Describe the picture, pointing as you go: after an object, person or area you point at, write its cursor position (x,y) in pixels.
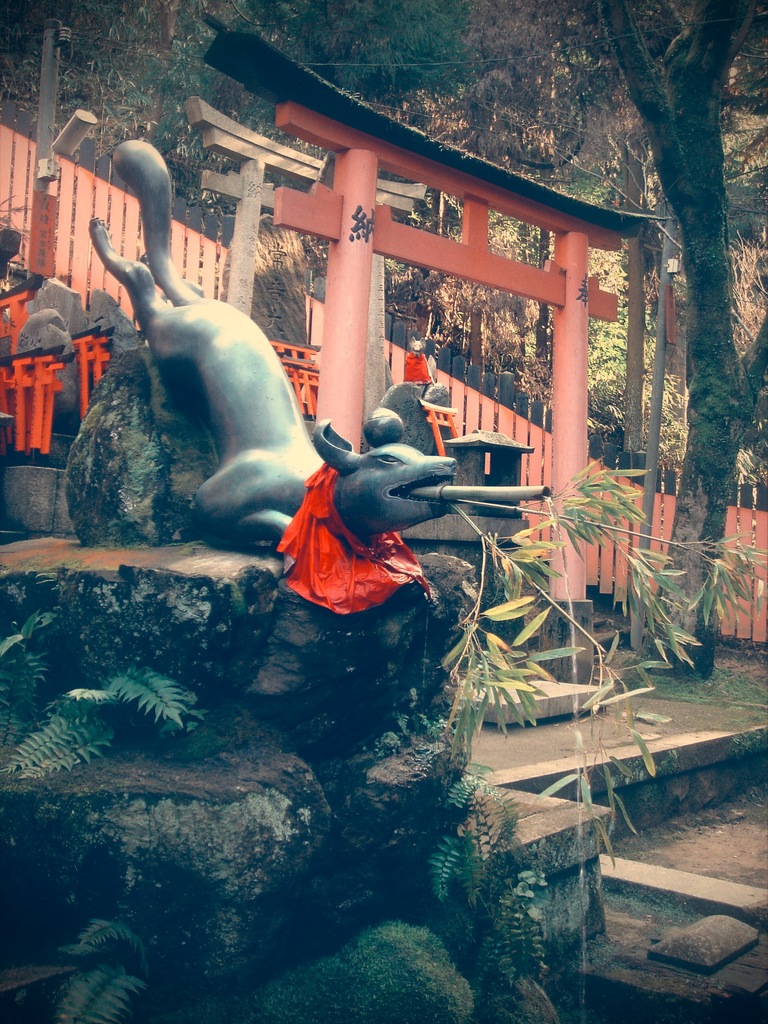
In this image there is a depiction of an animal (294,473) on the rocks structure (286,773) and there are leaves (512,942) of a plant (487,689), behind that there is an arch (457,160), wooden fencing (59,237) and in the background (707,173) there are trees (709,126).
